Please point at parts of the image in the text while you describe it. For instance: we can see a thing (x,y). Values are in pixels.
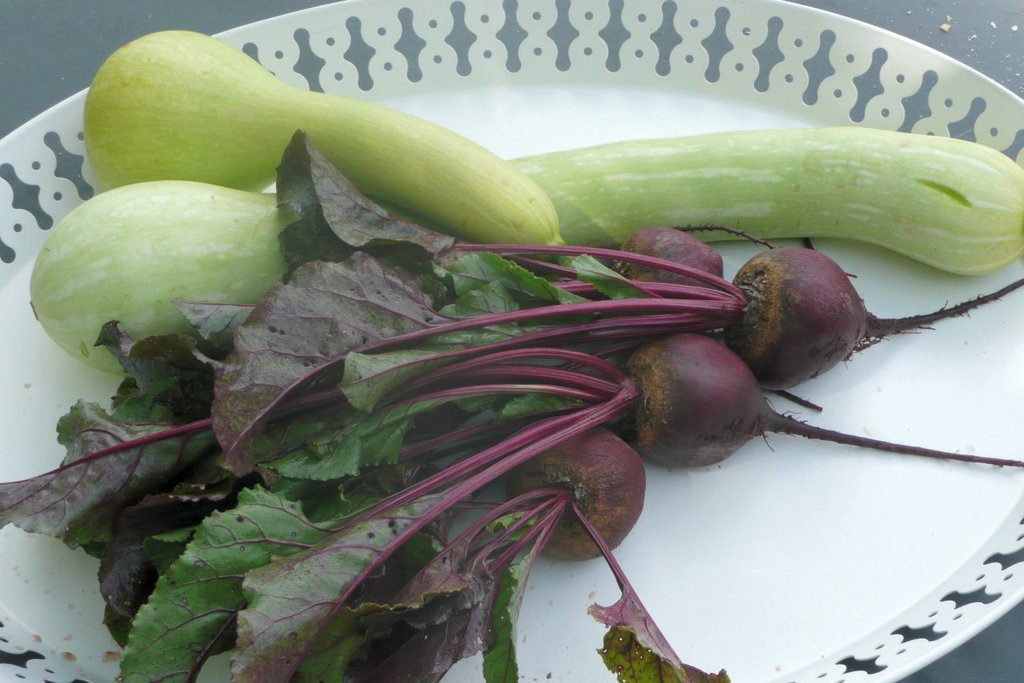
In this image we can see different types of vegetables (572,341) on a white plate (542,46).
